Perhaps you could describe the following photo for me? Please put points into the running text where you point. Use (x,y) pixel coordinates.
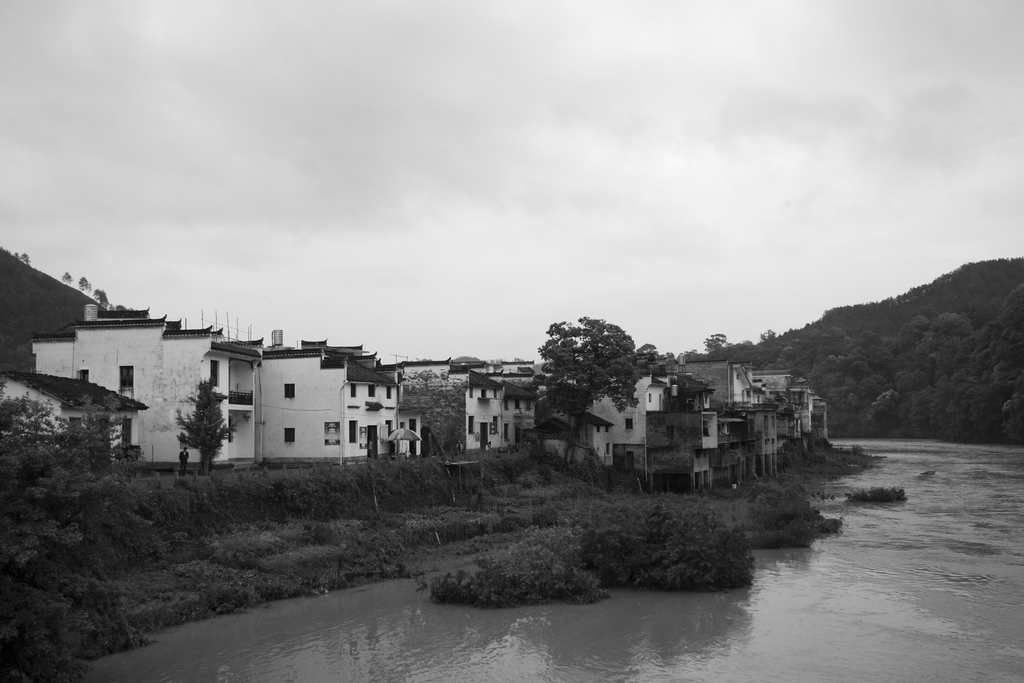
At the bottom of the image (856,595) there is water (849,543). Behind the water (862,508) on the ground (750,483) there are plants (566,530) and trees (509,550). And in the background (595,423) there are houses (468,434) with walls (293,359), roofs (252,352) and windows (123,383). At the right corner of the image (922,332) there is a hill (960,323) with trees (843,331). At the top of the image (618,64) there is a sky (750,149) with clouds (769,133).
